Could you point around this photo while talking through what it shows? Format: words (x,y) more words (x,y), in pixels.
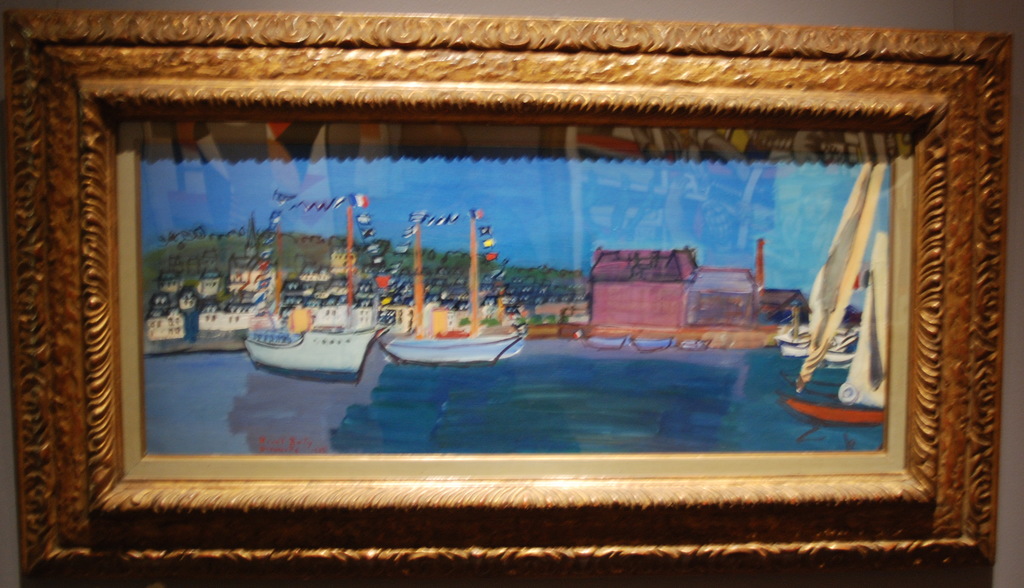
In this image, I can see the painting (200,268) of buildings (710,287), a hill (283,247), boats (313,347) on the water (547,358) and the sky (417,209) on a photo frame (74,454), which is attached to an object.
